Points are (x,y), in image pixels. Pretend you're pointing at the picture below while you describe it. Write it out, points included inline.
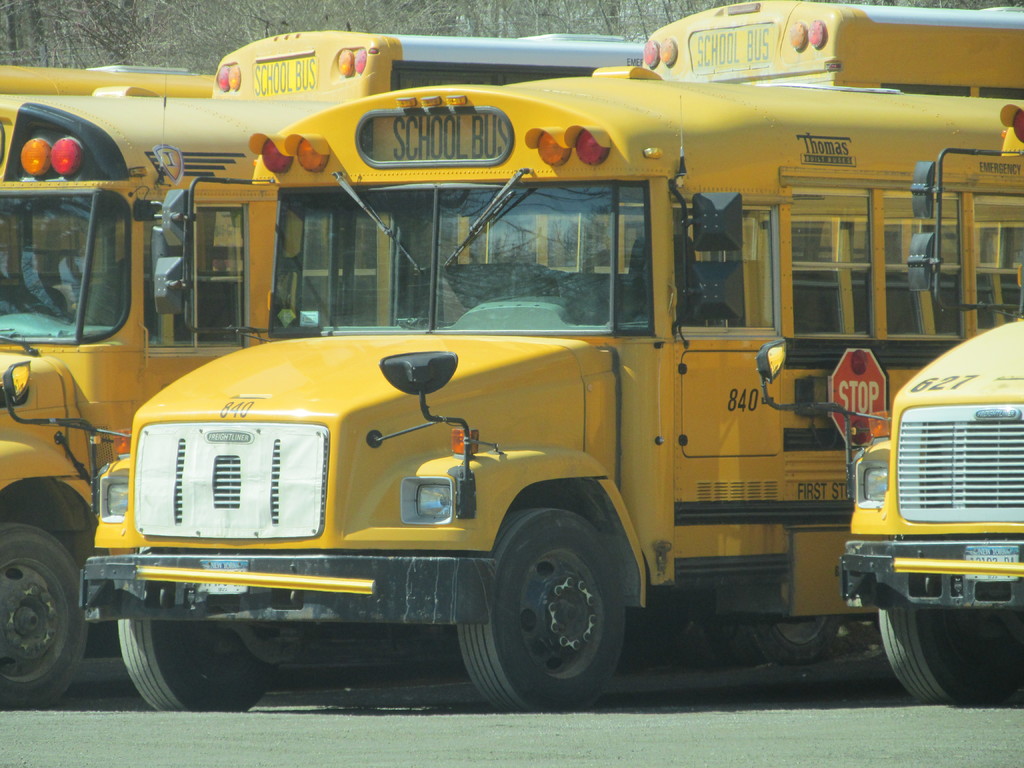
In this image we can see several school buses (439,357) which are yellow in color.
